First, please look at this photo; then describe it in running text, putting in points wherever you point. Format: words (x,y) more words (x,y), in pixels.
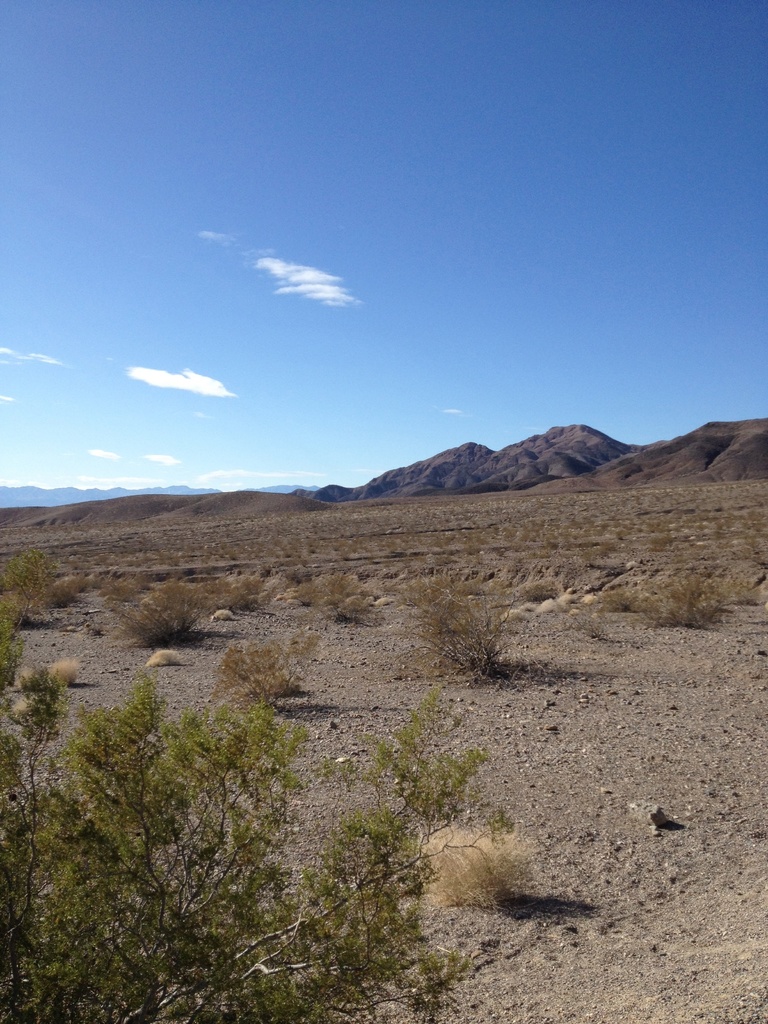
In this image there is a land (575,886), in that land (547,871) there are plants (167,629), in the background (675,455) there are mountains (438,467) and the sky (299,295).
